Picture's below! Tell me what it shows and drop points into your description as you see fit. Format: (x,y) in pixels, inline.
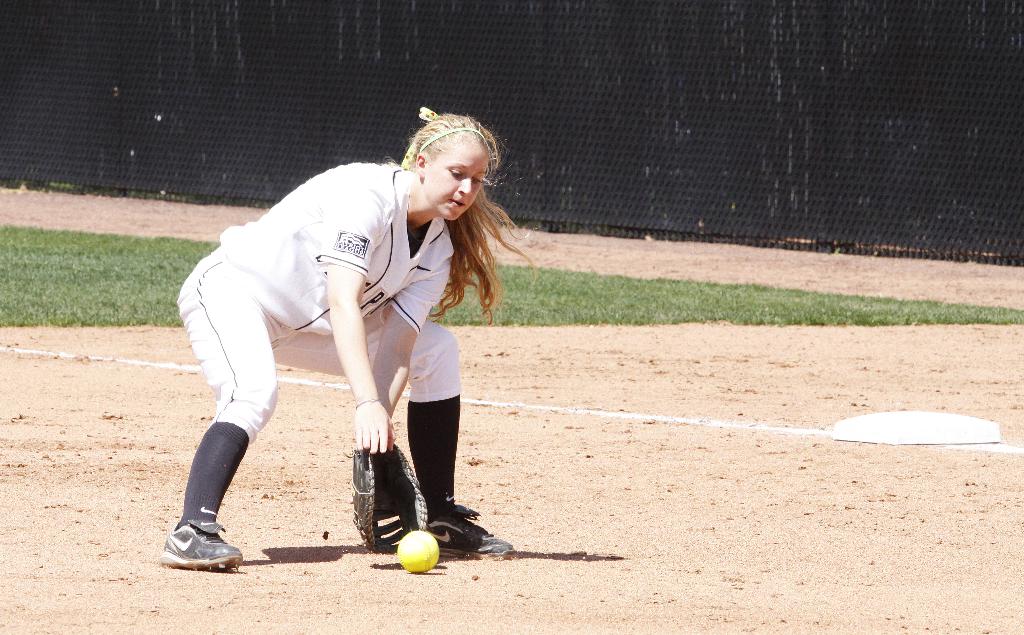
In this picture we can observe a woman (259,335) standing in the ground (174,471). She is wearing white color dress (241,306) and a glove (387,466) to her hand (386,435). We can observe yellow color ball (419,554) here. There is some grass (96,271) on the ground (88,282). In the background (618,102) we can observe a black color fence (365,112).
